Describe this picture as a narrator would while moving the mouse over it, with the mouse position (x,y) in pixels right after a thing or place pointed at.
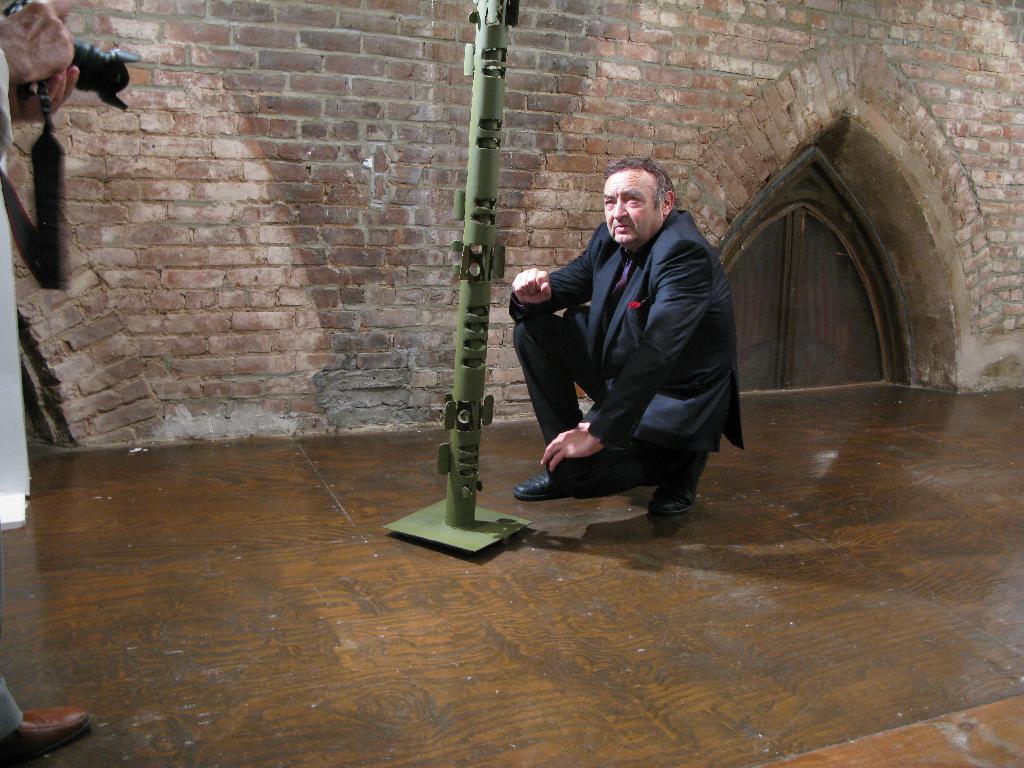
In the foreground of this image (34,179), there is a person (22,38) standing and holding a camera (98,49). In the middle (460,351), there is a pole (460,388) and a man (659,405) squatting on the wooden floor (690,659) and behind him, there is a brick wall (515,32) and the door (840,321).
